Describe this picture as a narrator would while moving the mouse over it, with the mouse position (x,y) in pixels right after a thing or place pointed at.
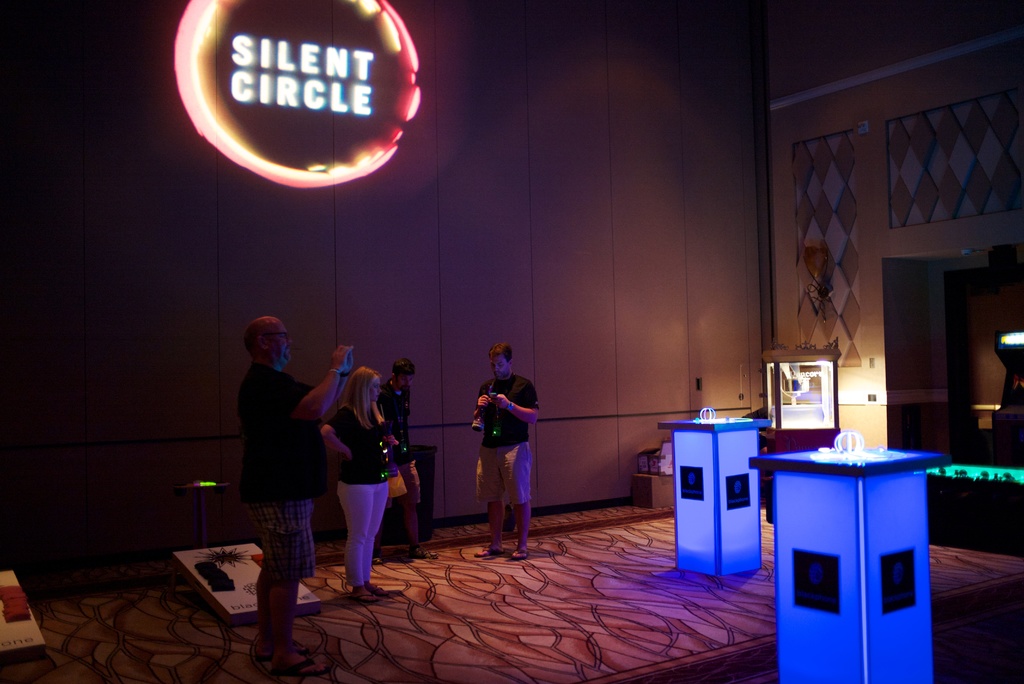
In the center of the image (369,405), we can see people (273,406) standing and holding objects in their hands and there are some podiums (753,474) on the floor (541,590) and we can see some lights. In the background (396,154), there is a wall (740,194).
